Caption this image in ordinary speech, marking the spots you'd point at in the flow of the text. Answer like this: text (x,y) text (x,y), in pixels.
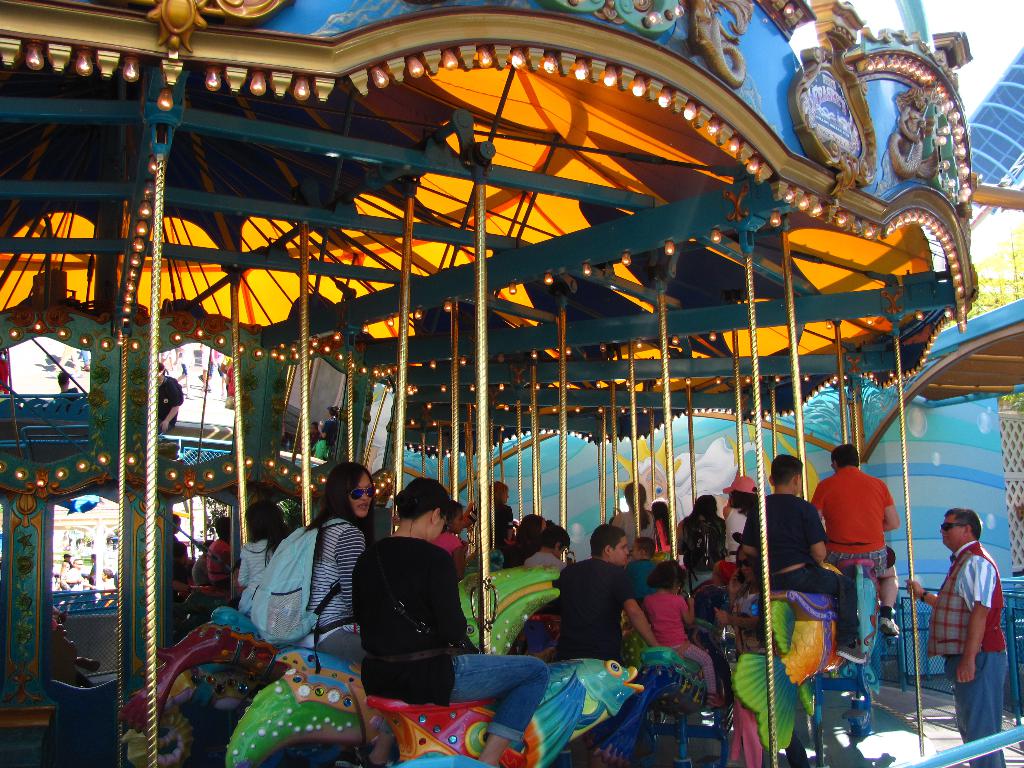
In this image on the right (968,624) there is a man (983,621), he wears a shirt (986,572), trouser (978,668), he is standing. In the middle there is a man (614,614), he wears a black t shirt (612,614). On the left (330,576) there is a woman (338,580), she wears a t shirt (345,572), trouser (355,636) and bag (294,590) and there is a woman (390,577). In the background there are many people (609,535), lights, toys (327,718), sky (1002,56).
